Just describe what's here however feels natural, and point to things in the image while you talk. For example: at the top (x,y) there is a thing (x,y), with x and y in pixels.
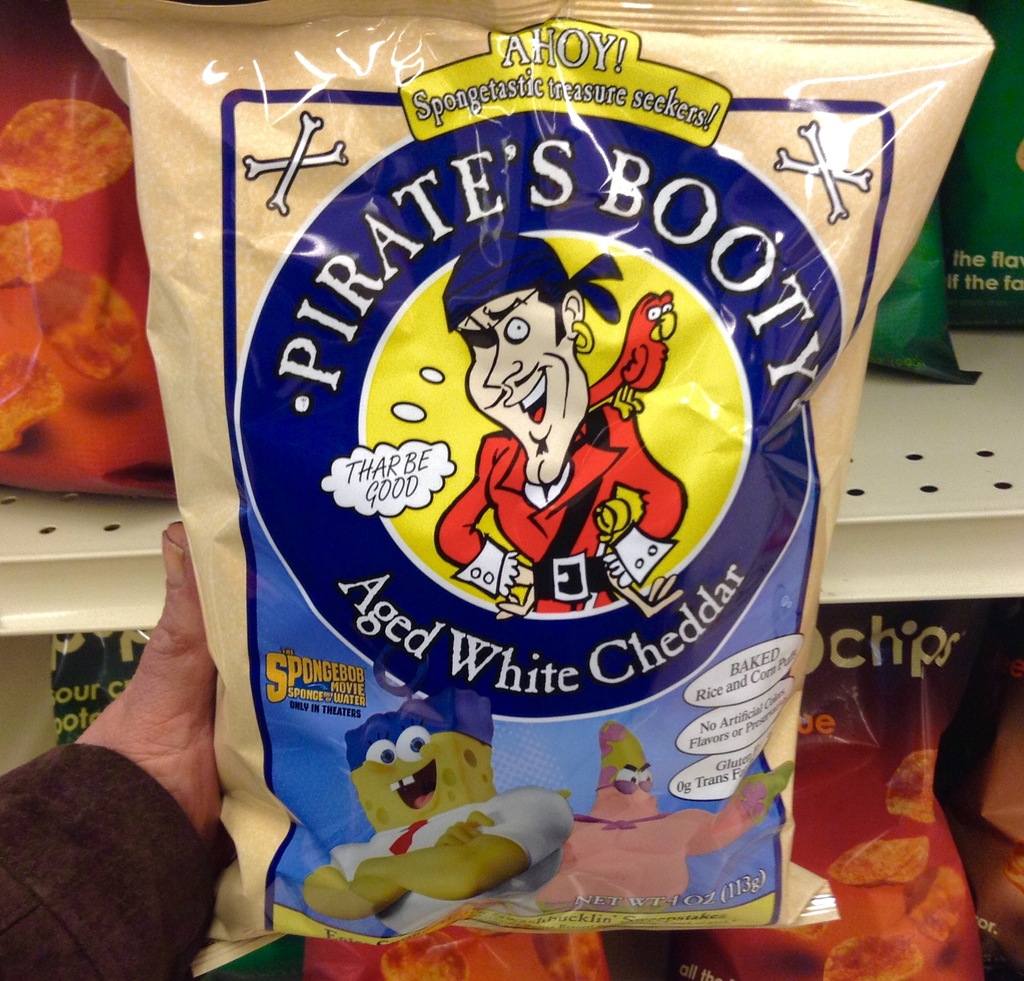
In this image we can see some person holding a cheddar packet (637,697). In the background (87,272) we can see some chips packets (929,331) arranged in the racks (920,522).
